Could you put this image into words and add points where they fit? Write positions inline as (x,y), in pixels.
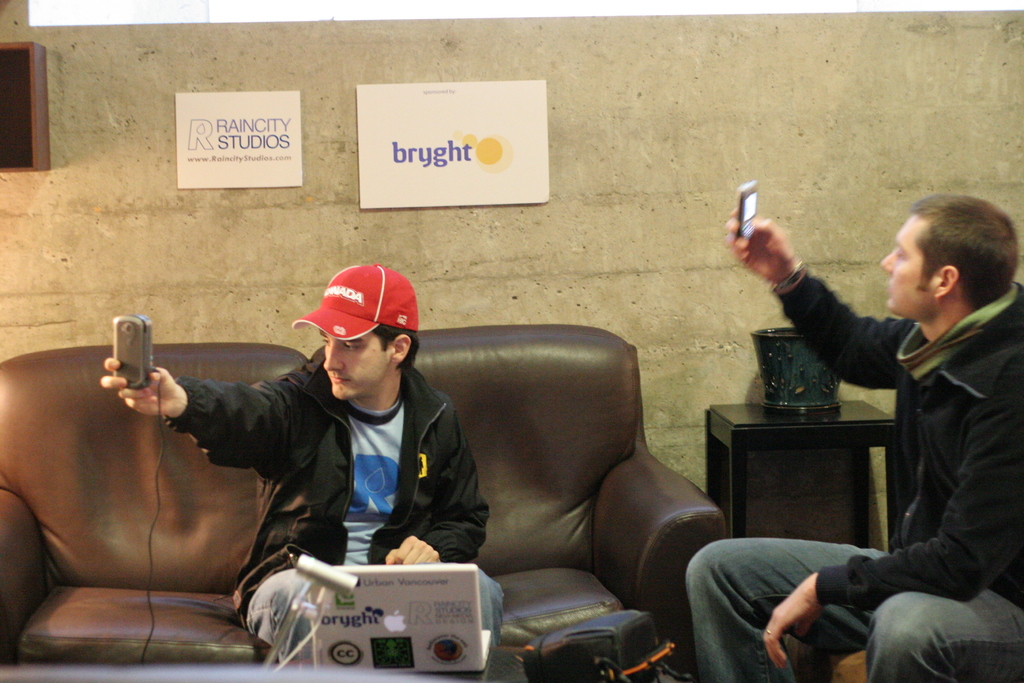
In the foreground (356,485), I can see two persons (475,542) are sitting on sofas (131,548) and are holding mobiles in their hand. In the background (886,527), I can see boards (421,176) on a wall (590,140) and I can see some object (797,376) on a table (775,433). This image taken, maybe in a hall (477,325).
